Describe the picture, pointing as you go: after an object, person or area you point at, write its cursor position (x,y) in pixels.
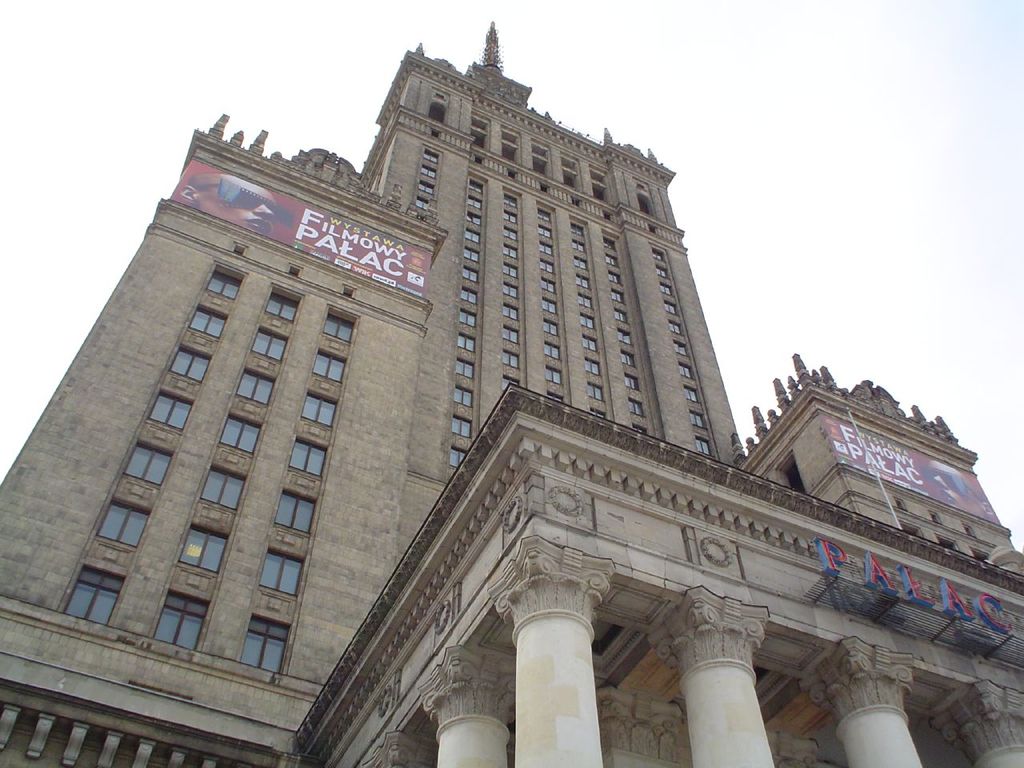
In this image I can see a building (616,544) with some text (322,244) written on it. At the top (844,83) I can see the sky (843,192).
